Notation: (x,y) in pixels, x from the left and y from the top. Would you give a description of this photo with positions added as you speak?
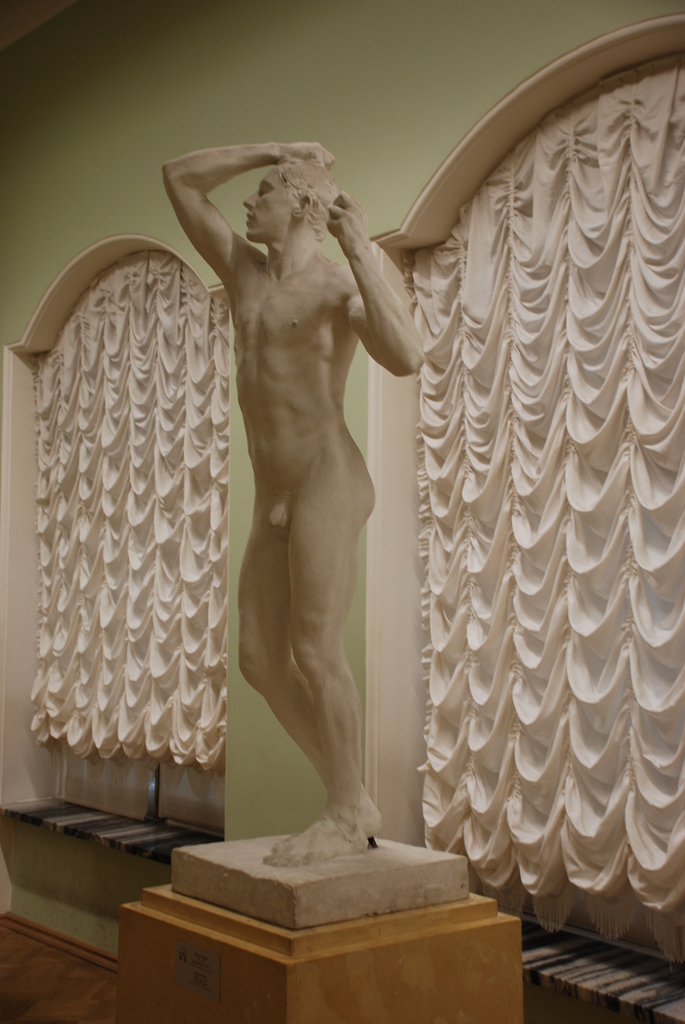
There is a statue (279,660) of a person (281,860) on a platform (271,971). In the back (156,101) there is wall (230,552) and curtains (482,722).
